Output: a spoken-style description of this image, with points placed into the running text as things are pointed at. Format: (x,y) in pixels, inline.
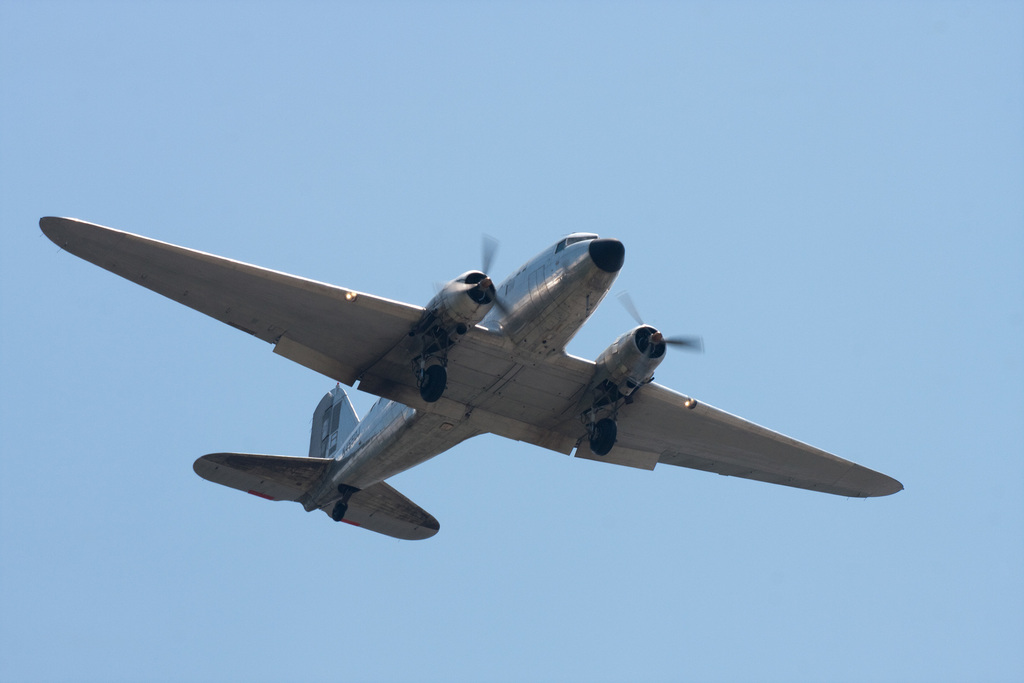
In the image there is an airplane (595,433) flying in the air (162,561) and above its sky (445,143).
